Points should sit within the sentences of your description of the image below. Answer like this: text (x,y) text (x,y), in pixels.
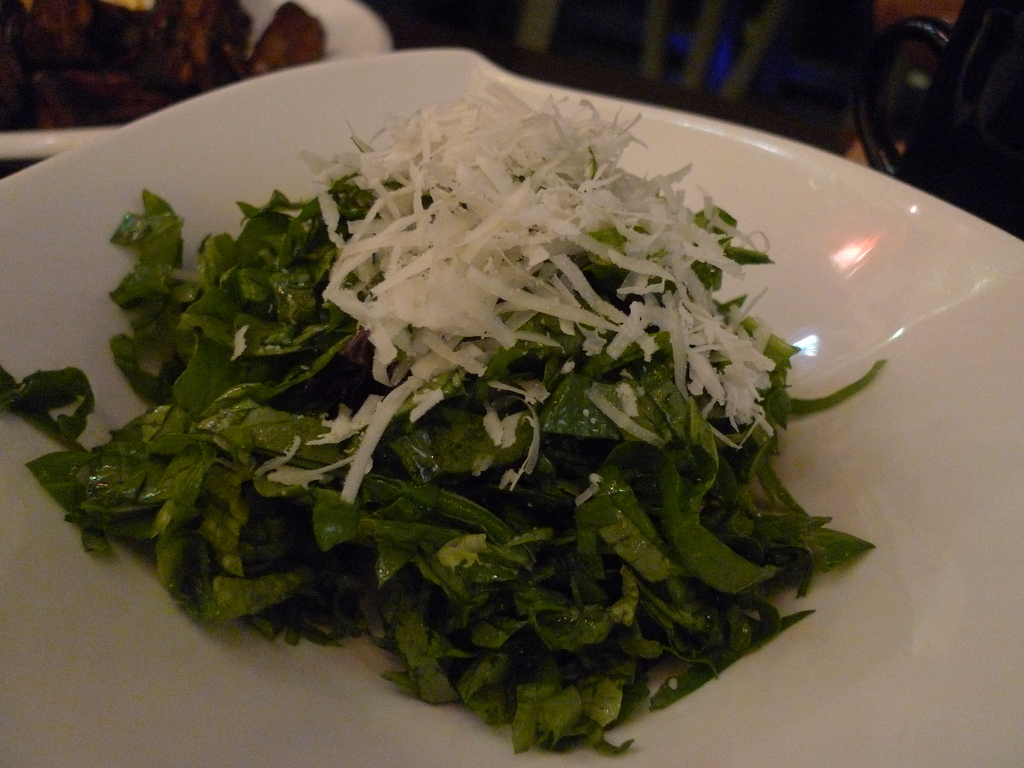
In this picture there is a plate (1000,700) in the center of the image (672,497), which contains green leafy vegetables (499,471).
